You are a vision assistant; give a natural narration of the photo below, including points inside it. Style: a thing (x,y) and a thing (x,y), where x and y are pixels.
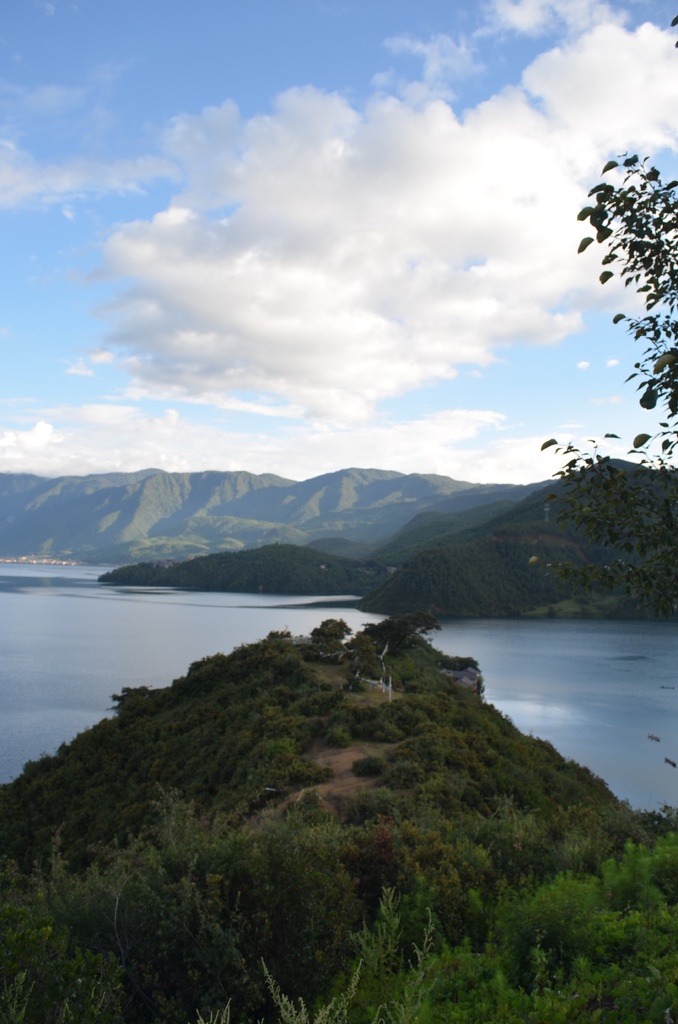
There are trees (308,903) and there are water (211,639) in front of it and there are mountains (284,509) in the background (308,520) and the sky (276,301) is a bit cloudy.
